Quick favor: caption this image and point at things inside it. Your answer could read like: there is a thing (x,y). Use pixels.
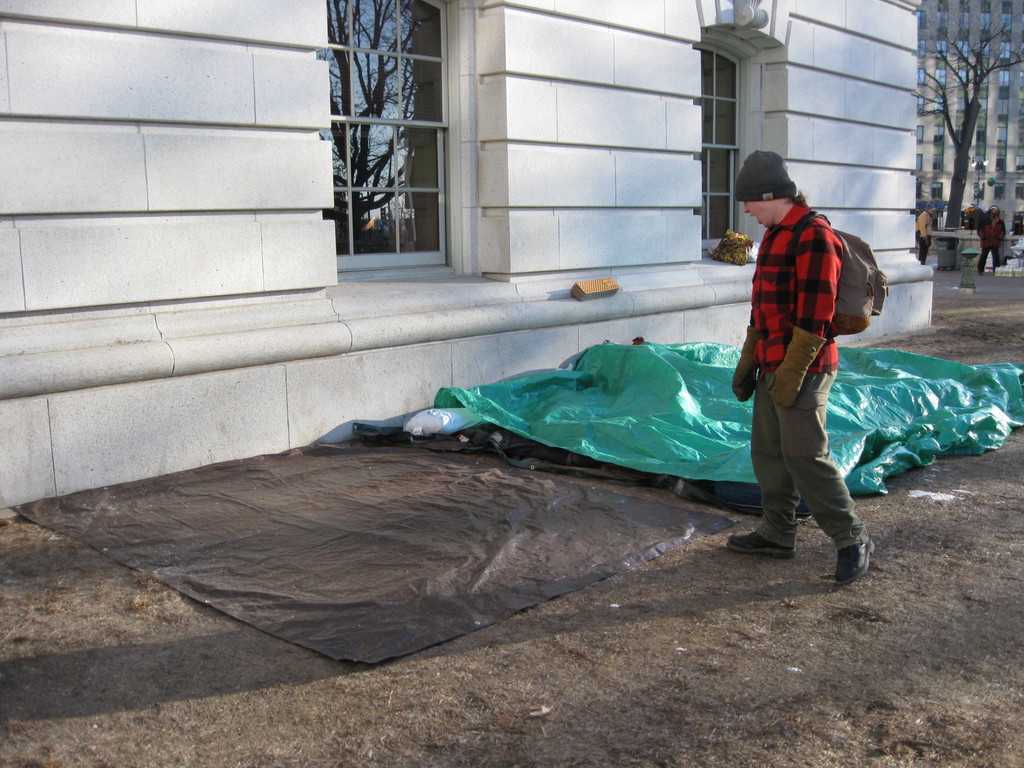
In this image we can see buildings (675,143), tree (970,89), sheets (911,366), people (790,410) and things (1017,233). One person (801,284) wore a bag (847,307) and cap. On this window glass (421,192) there is a reflection (359,55) of a tree (344,82) and sky (385,35).
